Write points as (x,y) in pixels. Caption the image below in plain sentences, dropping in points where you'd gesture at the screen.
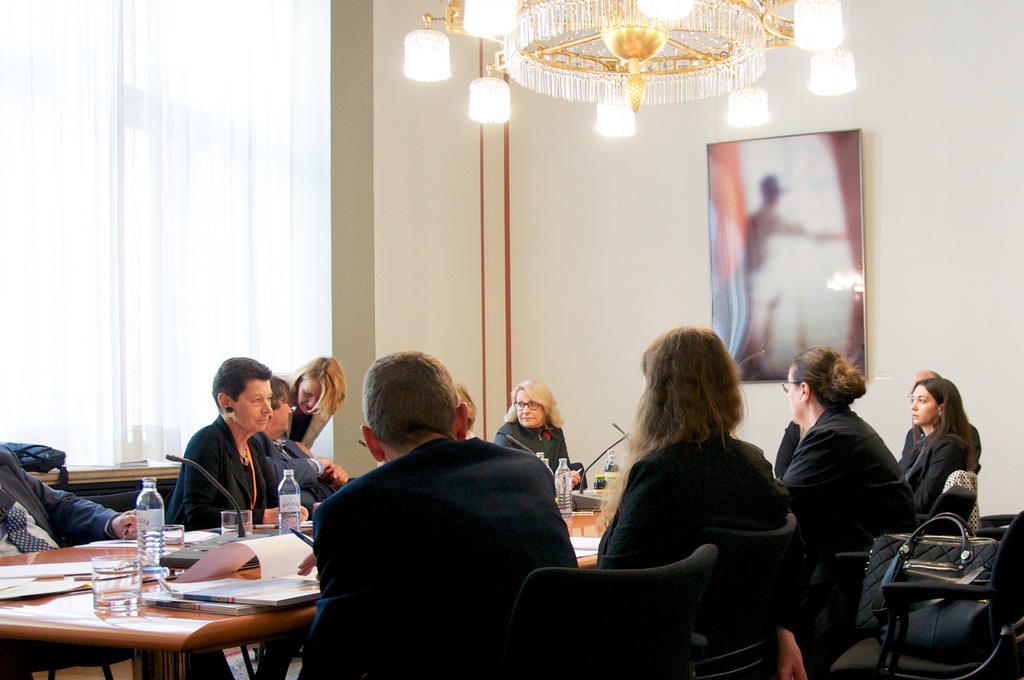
In this image there are group of persons (648,506) sitting on the chairs (706,548). There are water bottles (142,549), glasses (102,578) and microphones (191,546) present on the table (595,533). At the right side of the image (756,278) there is a scenery (778,216), at the left side of the image (144,219) there is a white color curtain (230,220) and at the top of the image (404,65) there is a light (631,81).
